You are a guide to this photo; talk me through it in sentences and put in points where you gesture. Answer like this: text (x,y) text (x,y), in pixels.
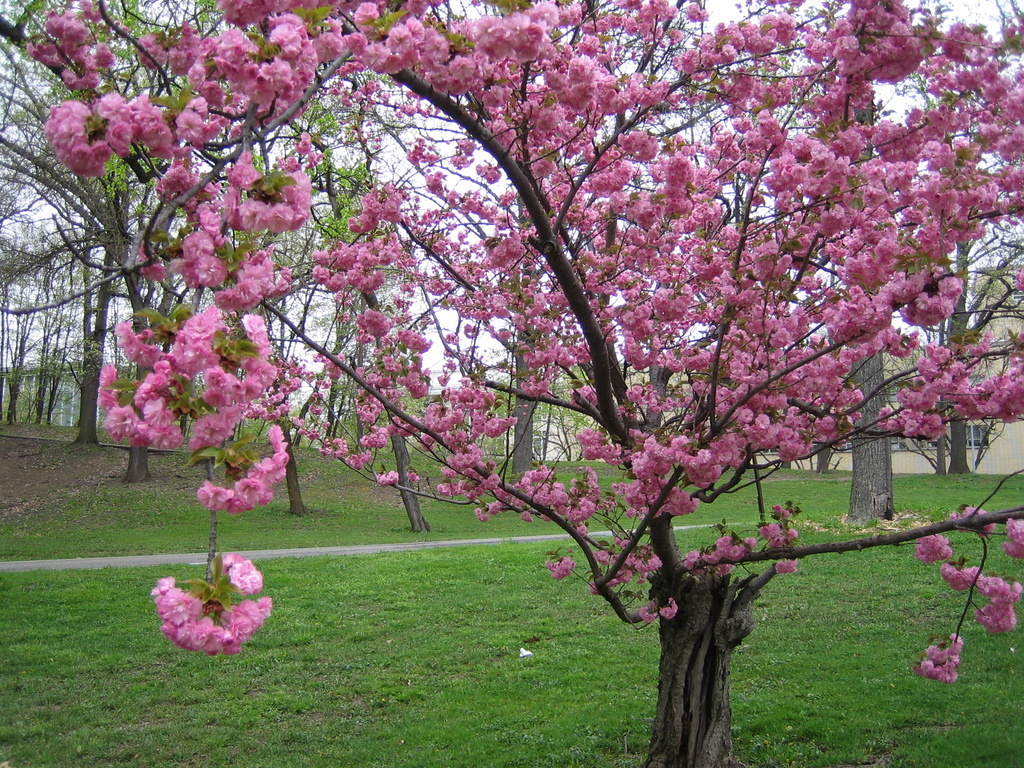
In the foreground of this image (681,464), there is a tree (671,654) on the grass (542,713). In the background (964,442), there are few trees (952,452), buildings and the sky (403,161).
